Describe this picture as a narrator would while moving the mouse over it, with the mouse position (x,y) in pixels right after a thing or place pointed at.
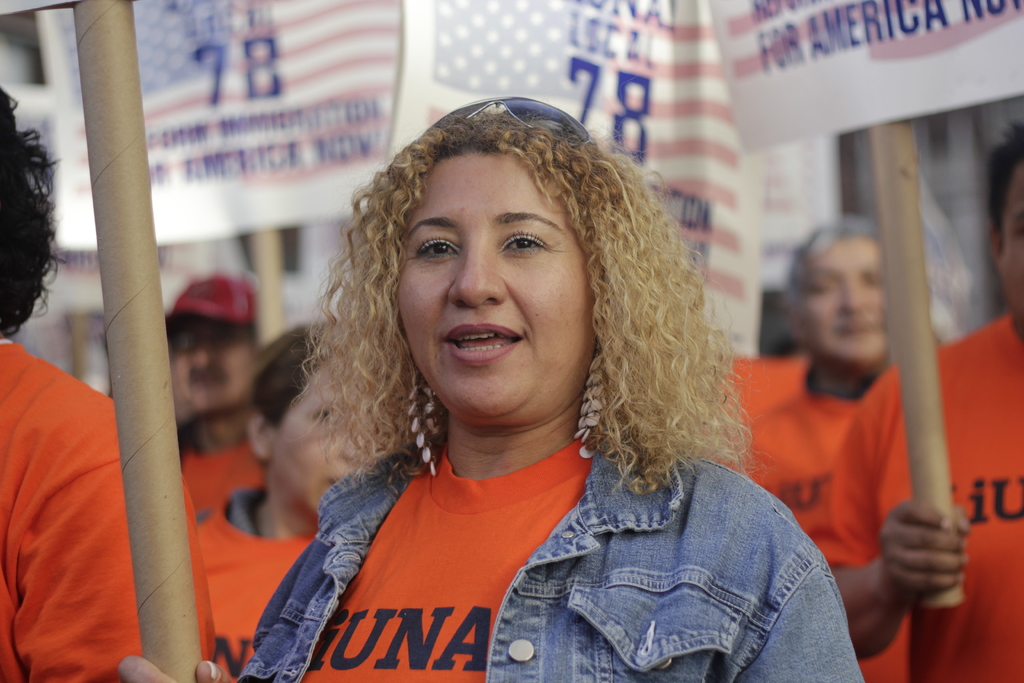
In this image I can see the group of people (352,473) with orange and blue color dresses (364,578). I can see these people (585,634) are holding the banners (262,185). I can see one person (211,313) wearing the cap (187,300) and an another person (619,626) with the goggles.
